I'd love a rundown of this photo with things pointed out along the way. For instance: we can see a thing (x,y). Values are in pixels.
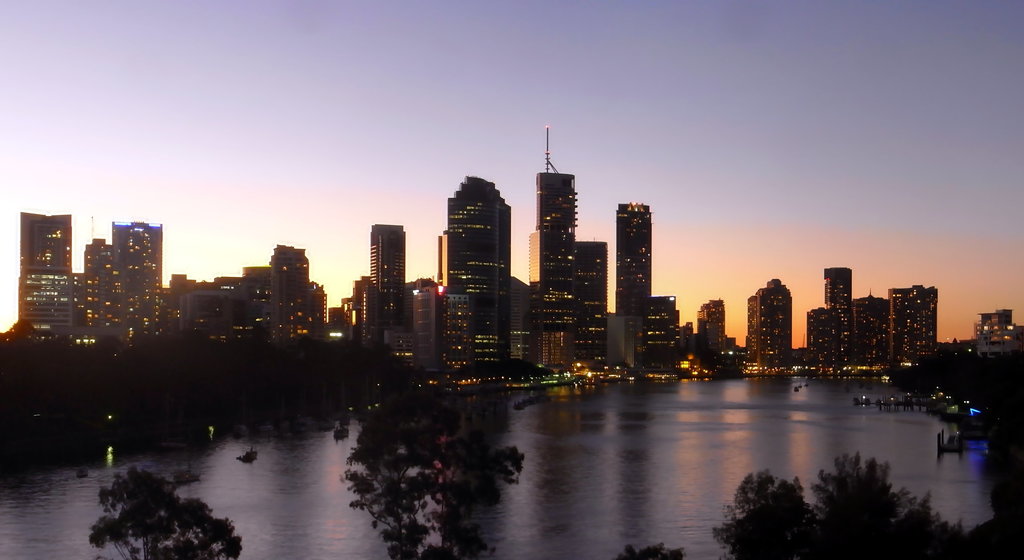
In this image there is the water (672,440). In the background (248,302) there are buildings (500,279) and skyscrapers (570,258). At the top (646,87) there is the sky (647,187). At the bottom (849,530) there are trees (863,523).
